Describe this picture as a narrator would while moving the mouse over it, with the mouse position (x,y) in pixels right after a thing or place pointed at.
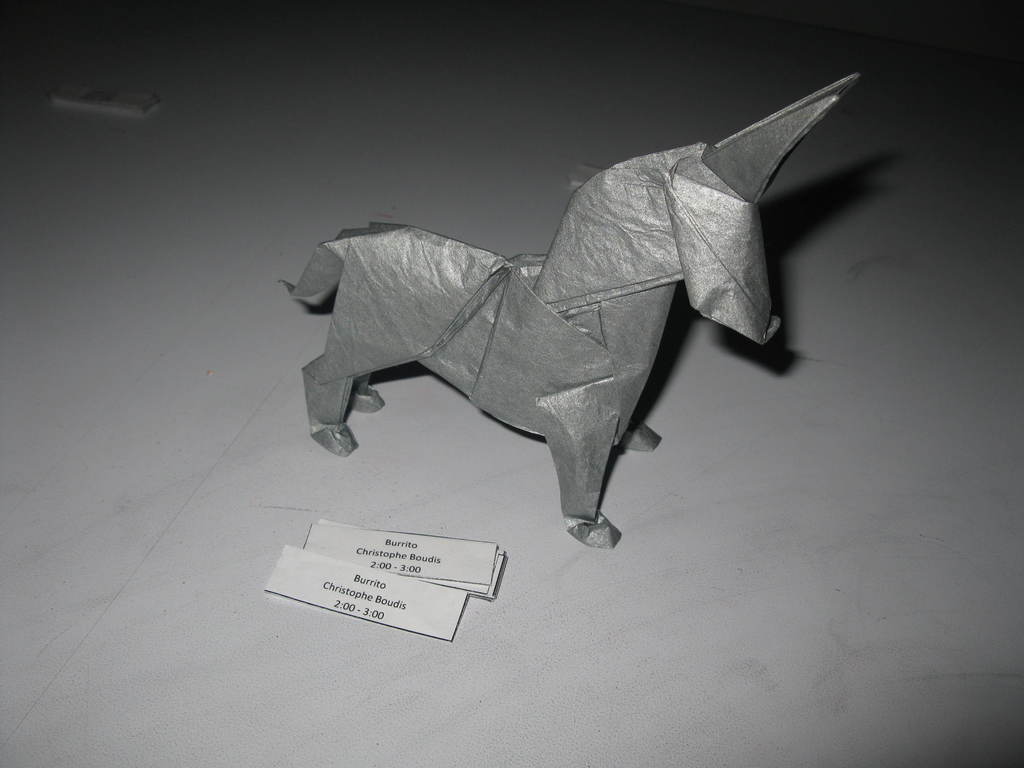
In this image, we can see a paper horse (554,299). There are labels (400,584) at the bottom of the image (435,624).
